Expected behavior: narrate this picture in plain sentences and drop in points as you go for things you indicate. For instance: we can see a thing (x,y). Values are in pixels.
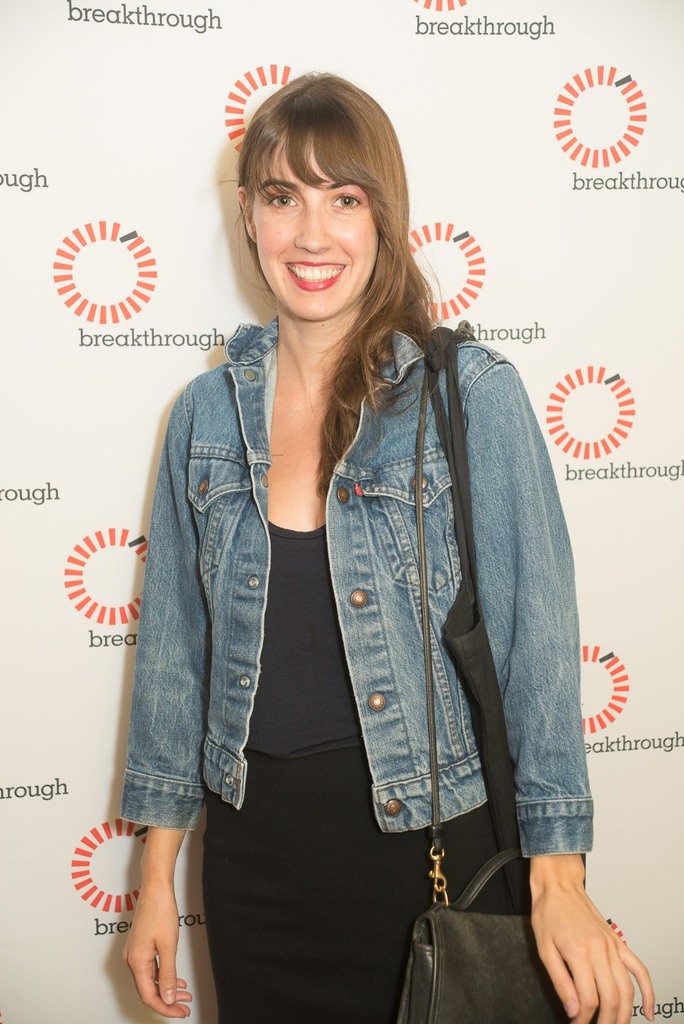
In this image I can see a woman (217,653) is standing and carrying a bag (446,913), I can also see a smile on her face (294,241).
